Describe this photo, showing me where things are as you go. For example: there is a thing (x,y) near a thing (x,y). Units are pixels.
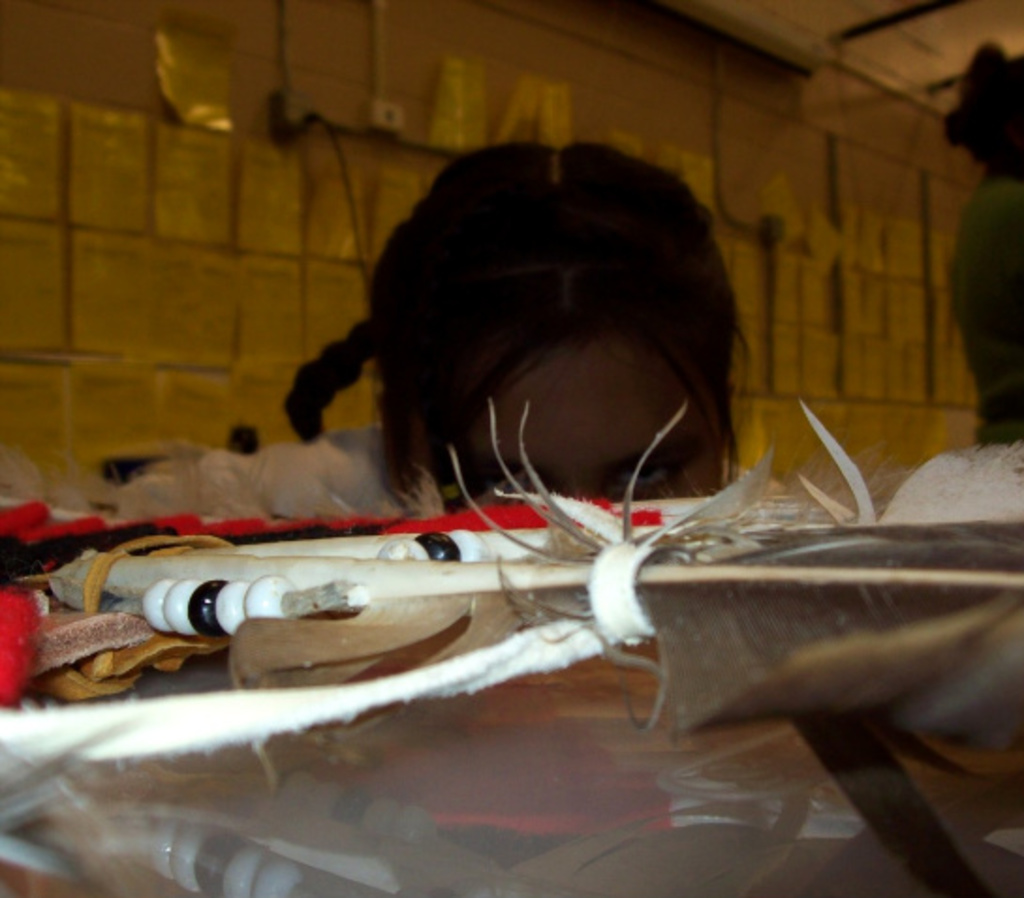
In the center of the image (576,469) there is a girl (524,466), in front of her there are many objects (50,524). In the background of the image (244,216) there is a wall (829,144).
